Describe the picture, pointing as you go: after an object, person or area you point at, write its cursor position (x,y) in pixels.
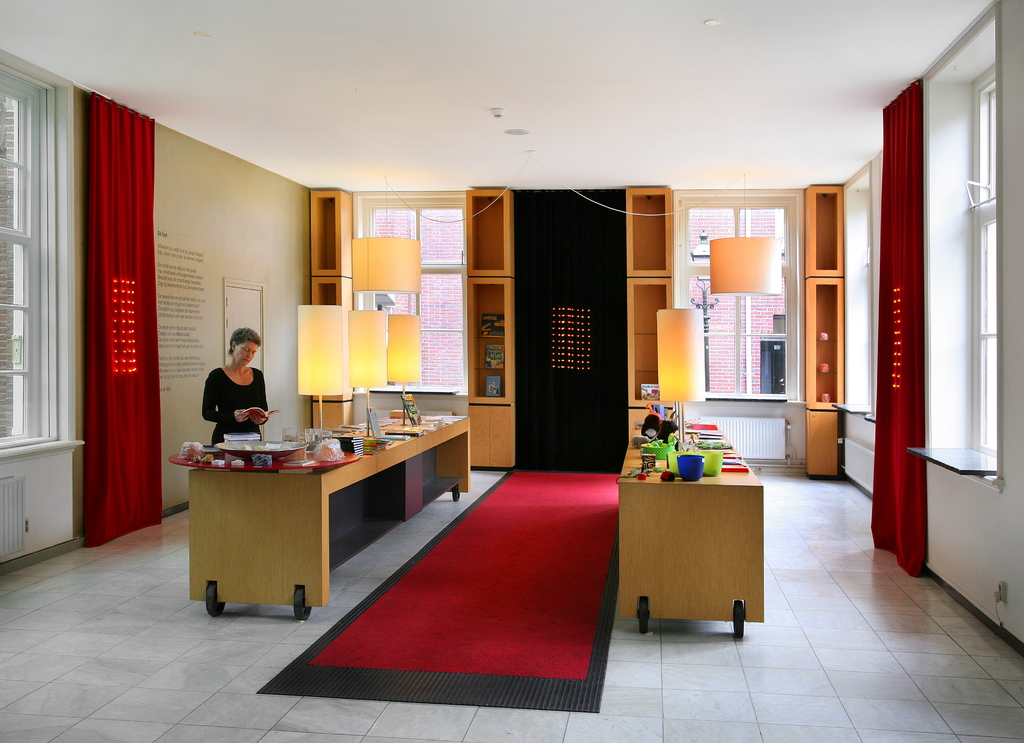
This picture describes about inside view of a room (571,342), in this we can find few lights (338,381) and other things (709,444) on the tables (435,468), beside the table (248,473) we can see a woman (264,389), on the left (119,248) and right side of the image (882,257) we can see curtains (912,268).
